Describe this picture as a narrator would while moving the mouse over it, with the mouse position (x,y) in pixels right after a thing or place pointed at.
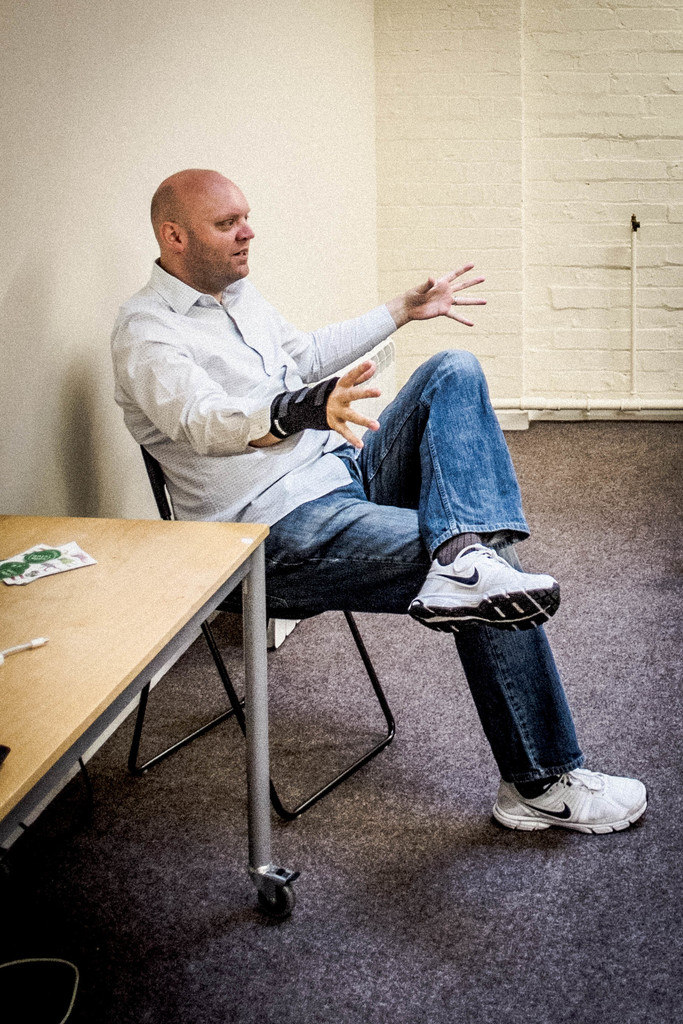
On the background (462,121) we can see a wall (493,110). This is a floor (410,962). We can see one man (284,445) sitting on a chair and talking. Aside to this man (302,455) we can see a table (111,649) and on the table (97,629) we can see a paper (79,565) and a wire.
